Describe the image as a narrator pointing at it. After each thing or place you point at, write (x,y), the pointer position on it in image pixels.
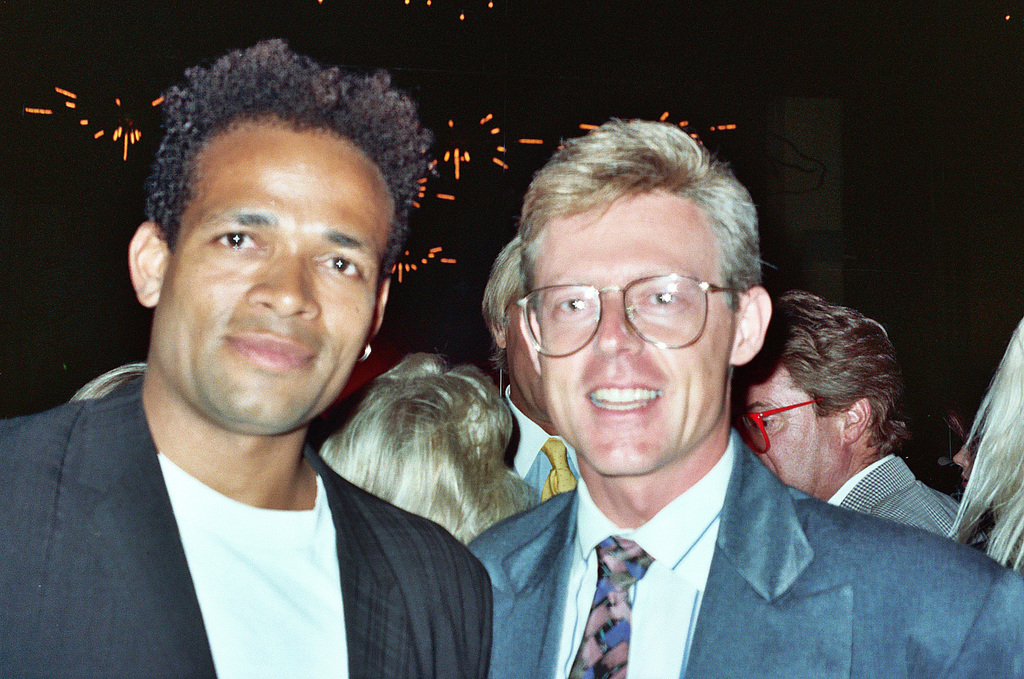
In this image, we can see many people (283,336) and in the background (98,143), there are lights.
